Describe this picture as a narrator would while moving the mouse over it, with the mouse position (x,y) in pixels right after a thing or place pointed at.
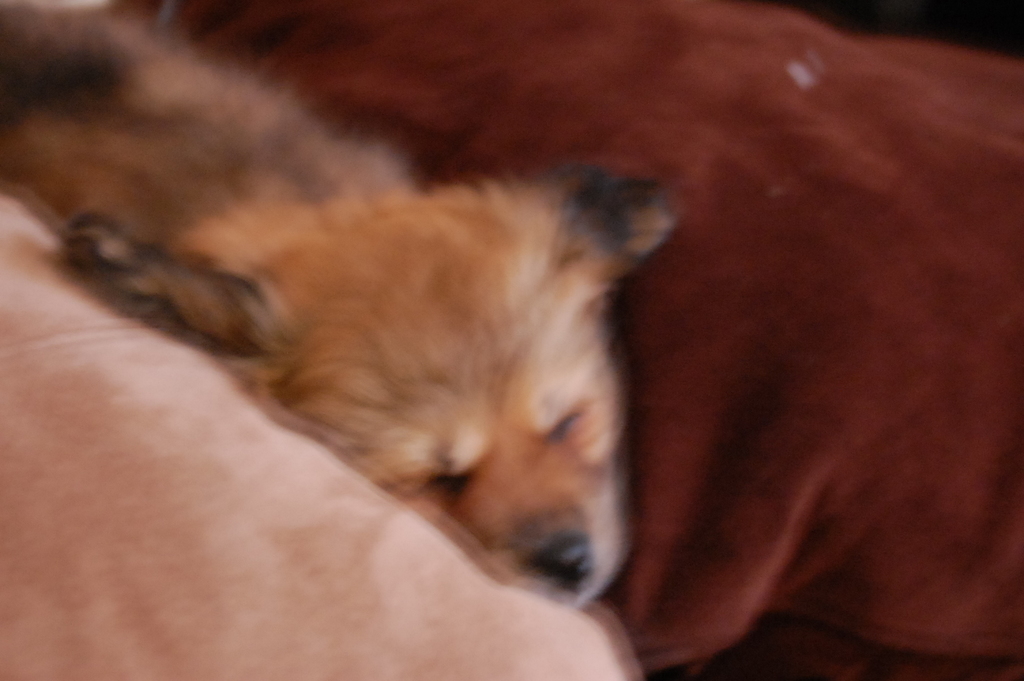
In this image we can see a dog (520,186) lying on the cloth (844,116) which is truncated.
